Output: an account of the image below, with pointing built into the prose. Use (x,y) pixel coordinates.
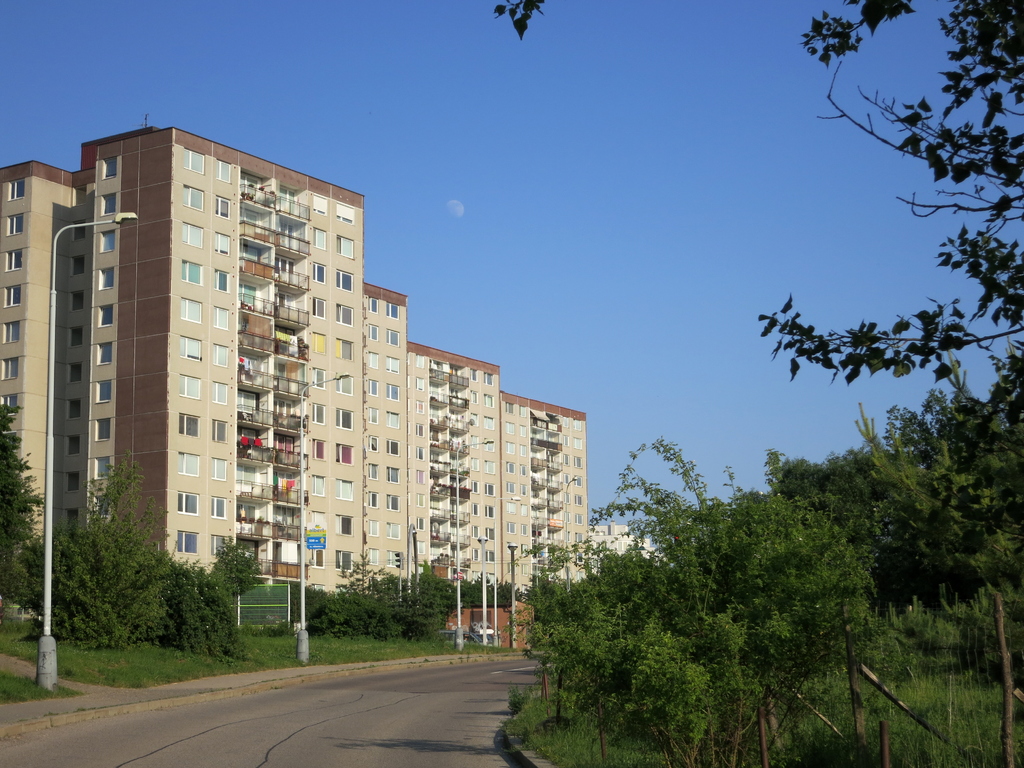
In this image we can see few buildings (250,402) and they are having many windows (216,352). There are many trees (885,505) and plants (832,526) in the image. There is a grassy land (980,710) in the image. There is a road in the image. We can see few street lights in the image. We can see the moon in the sky (503,210).
